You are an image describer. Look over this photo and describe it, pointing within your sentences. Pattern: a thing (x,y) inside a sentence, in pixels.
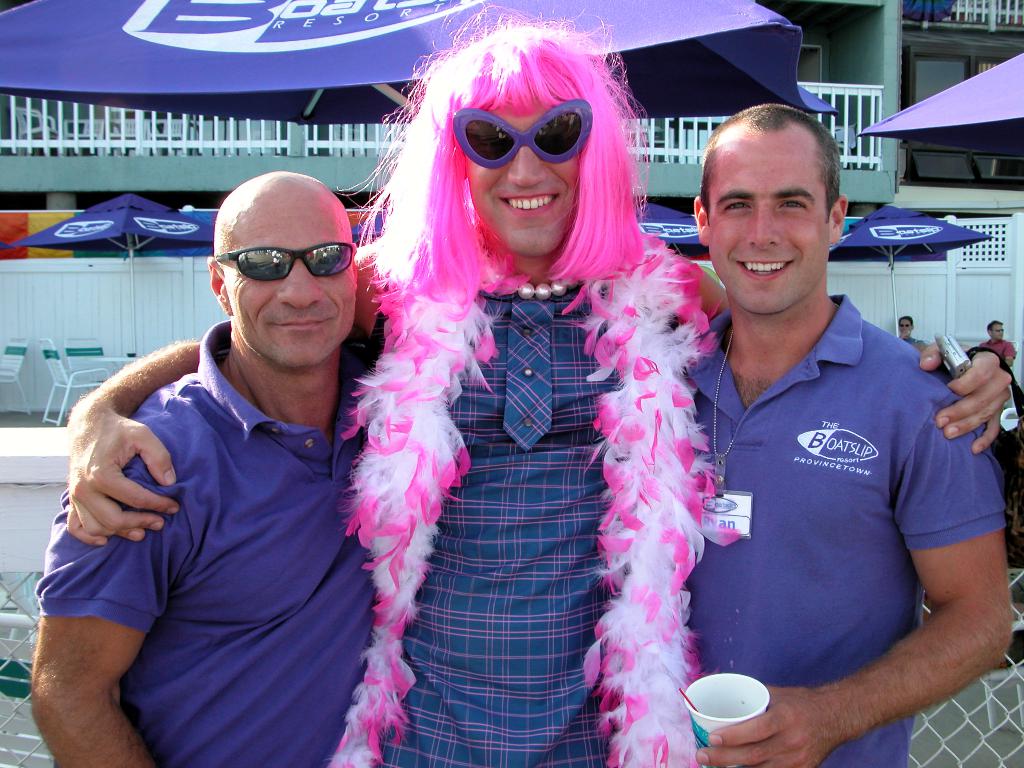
In the foreground of the picture (581,650) I can see three men (271,270) and there is a smile (772,259) on their faces (808,266). I can see a man (818,349) on the right side (728,670) is wearing a T-shirt (842,459) and he is holding a glass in his left hand (744,750). There is a man (457,235) in the middle of the picture (604,384) and he is holding a mobile phone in his left hand (932,355). I can see a pink color hair (453,228) and scarf (435,489). In the background (125,18), I can see the tents (762,76), chairs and a metal fence (847,116). I can see two men (909,339) on the right side (973,344).
